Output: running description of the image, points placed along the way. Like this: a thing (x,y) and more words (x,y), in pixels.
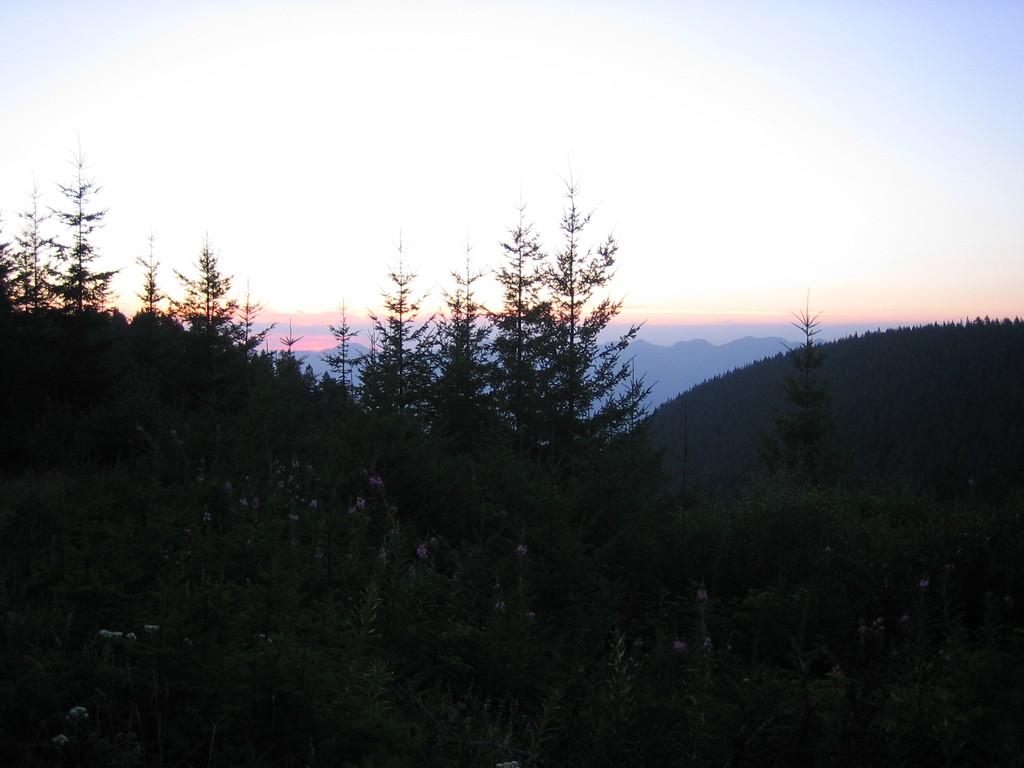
This image is taken during the evening time. In this image we can see the hills (787,382), trees (588,393), plants (483,516) and also the sky (622,69).
